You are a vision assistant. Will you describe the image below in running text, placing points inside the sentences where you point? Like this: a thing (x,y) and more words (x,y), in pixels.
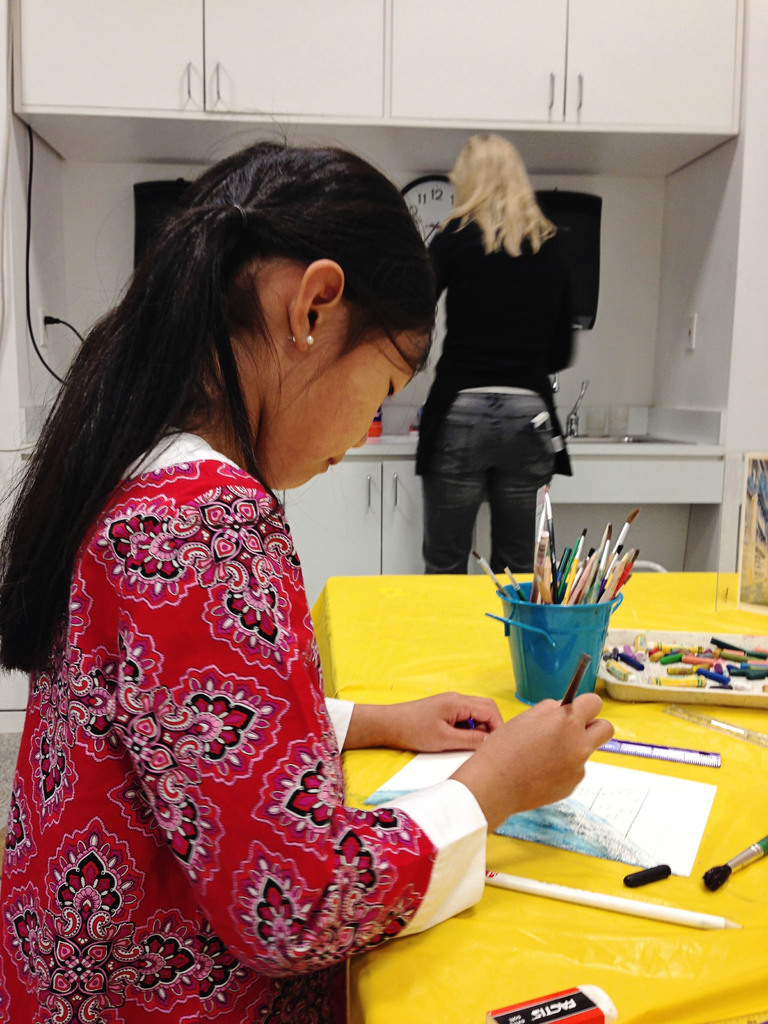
In this image I can see a girl (206,648) wearing red, white and black colored dress (180,639) is sitting in front of a yellow colored table (499,944) and on the table (499,926) I can see few pens (575,680), few papers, an eraser (502,1018), a tray (634,646), a box (572,656) and few other objects (623,653). In the background (582,451) I can see the counter top (624,452), a sink (602,440), a clock (415,215), the wall (85,198), a wire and a woman (539,325) wearing black color dress (481,351) is standing.
